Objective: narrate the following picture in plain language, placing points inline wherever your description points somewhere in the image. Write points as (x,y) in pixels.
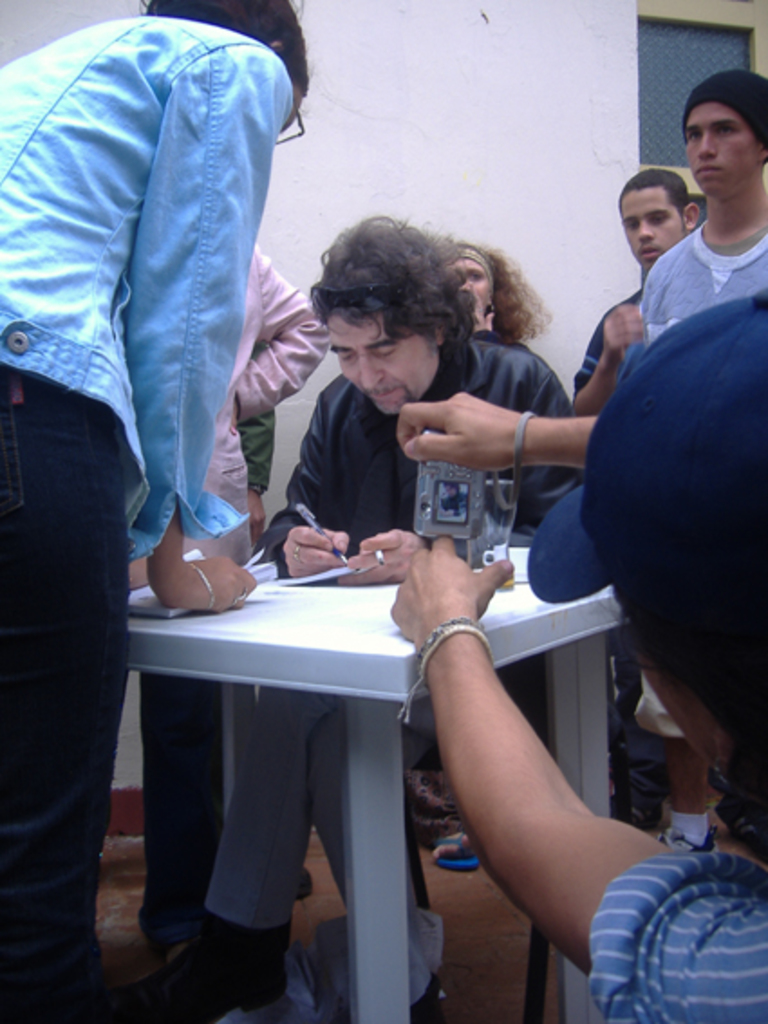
In the middle of the image (380,531) a man (429,258) is sitting on a chair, In front of him there is a table (347,587). On the table (298,642) he is writing something. Bottom right side of the image (738,969) a person (606,435) is capturing something. Top right side of the image (728,95) three people (717,299) are standing. Behind them there is a wall (518,35). Left side of the image (184,385) two people (266,275) are standing.
